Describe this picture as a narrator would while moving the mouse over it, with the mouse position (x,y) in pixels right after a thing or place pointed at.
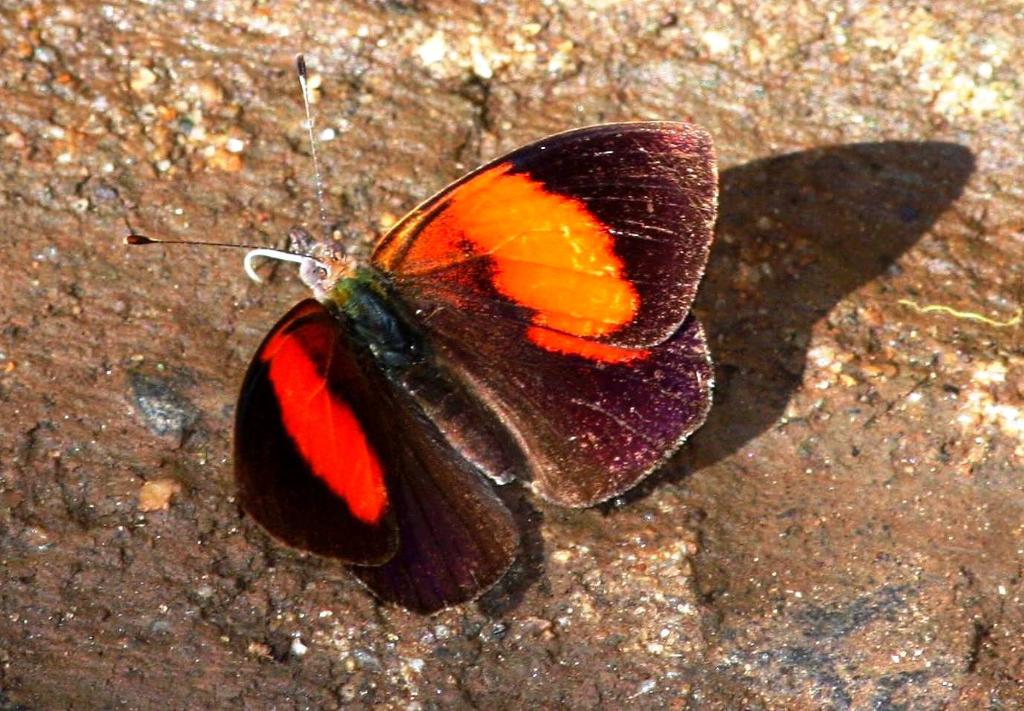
In this image we can see the butterfly (450,372) on the floor (952,317).
